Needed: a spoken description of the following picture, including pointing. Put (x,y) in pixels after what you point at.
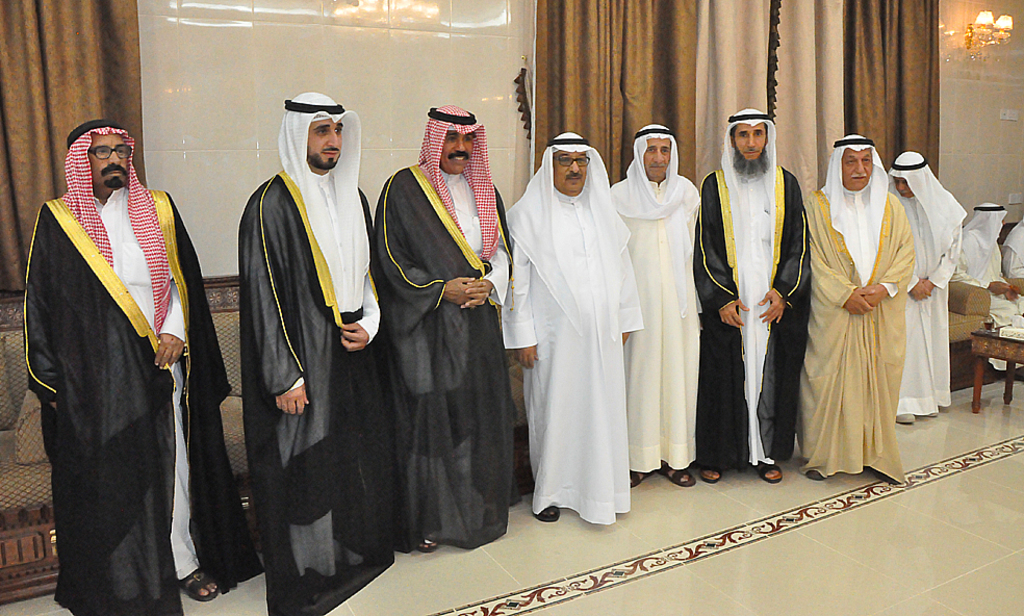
In the image there are few men (404,191) standing with clothes (917,162) on their heads (842,172). Behind them there is a wall (154,108) with curtains (713,81) and also there are lamps (973,59). On the right corner of the image (985,260) there are few people (987,288) sitting and also there is a table (1016,349) with a few items (1009,339) on it.
